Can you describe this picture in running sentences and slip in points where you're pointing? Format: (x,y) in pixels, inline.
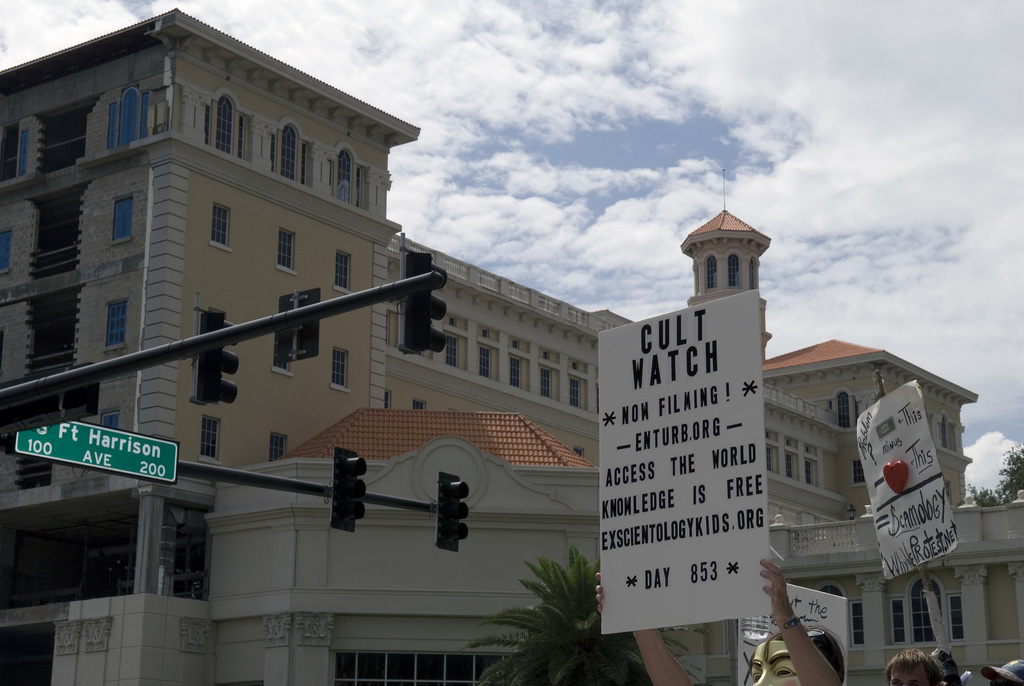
In this image I can see few black colour poles (318,495), a green board (28,452), few signal lights (425,261), few trees (548,568) and here I can see few people (787,627). I can see few of them are holding white colour boards (905,507) and on these boards (743,532) I can see something is written. In background (466,414) I can see a building (471,390), clouds (681,224) and the sky (647,168).
